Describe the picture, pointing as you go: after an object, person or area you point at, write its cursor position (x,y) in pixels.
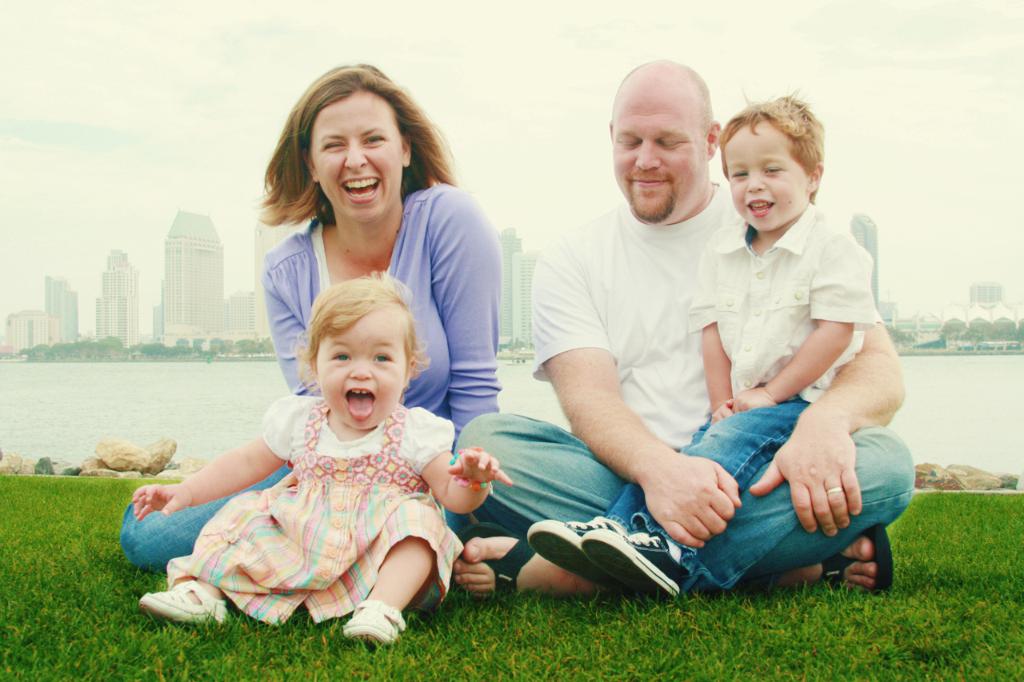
At the bottom of the image (910,535) we can see grass (910,535). In the middle of the image (358,377) few people (649,498) are sitting and smiling. Behind them we can see some stones (1014,486) and water (39,444). Behind the water (992,383) we can see some trees (107,358) and buildings (184,242). At the top of the image (318,34) we can see some clouds (80,2) in the sky (1008,13).
